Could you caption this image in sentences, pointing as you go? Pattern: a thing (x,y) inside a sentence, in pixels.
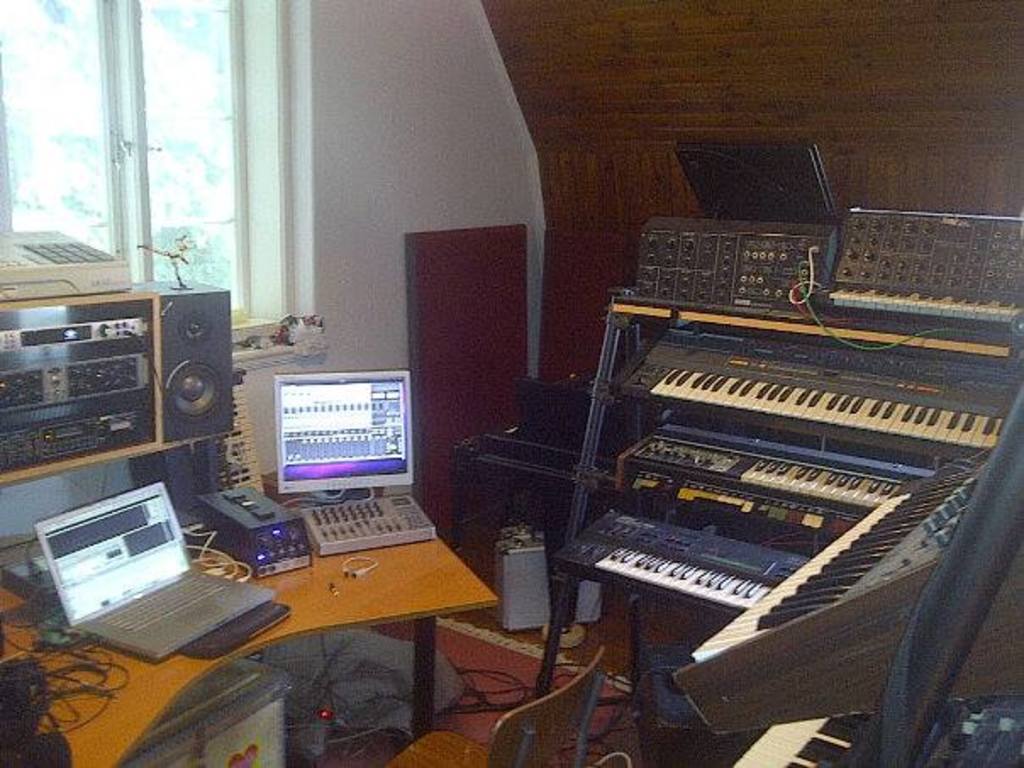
This is a room (355,339) with all music instruments (1022,730) in it, and laptop (199,587) and a desktop (356,429) placed on the table (424,584). There is a speaker (186,379) with amplifier (86,370) and there are several pianos (890,407) placed on a stand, and there is a window (190,154) over the left side of the room (143,163).
